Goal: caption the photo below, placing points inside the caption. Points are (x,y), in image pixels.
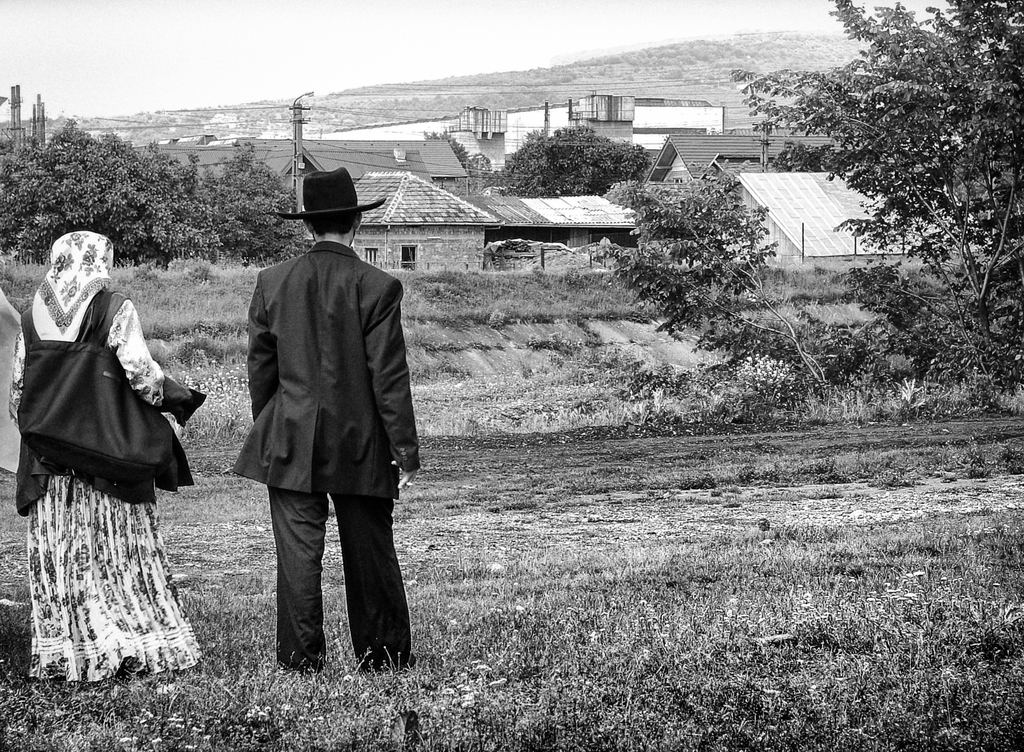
In this picture there is a man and a woman (104,597) on the left side of the image (331,460), they are standing facing towards the background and there is grass land (750,579) at the bottom side of the image (731,573) and there are houses (485,194) and trees (1012,366) in the background area of the image (515,143).
